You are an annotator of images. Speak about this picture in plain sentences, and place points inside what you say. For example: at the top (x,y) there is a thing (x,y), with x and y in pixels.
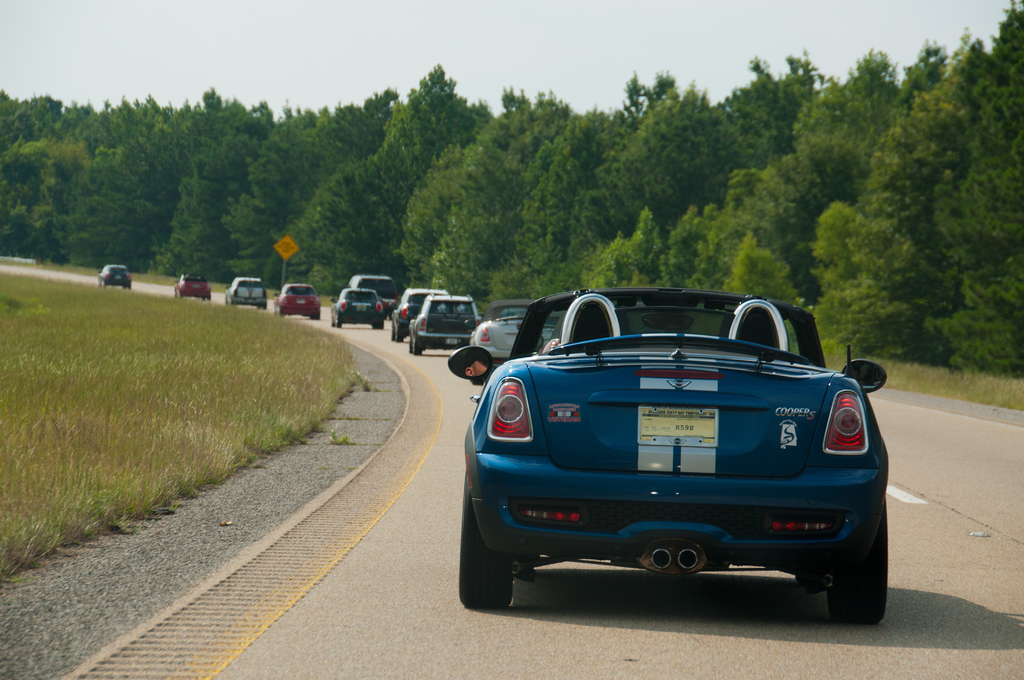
In this image, we can see vehicles (612,513) on the road (626,585) and in the background (292,238), there are trees (307,235) and signboard (297,244) and on the bottom left (146,455), there is ground (111,425) covered with grass (143,414).
